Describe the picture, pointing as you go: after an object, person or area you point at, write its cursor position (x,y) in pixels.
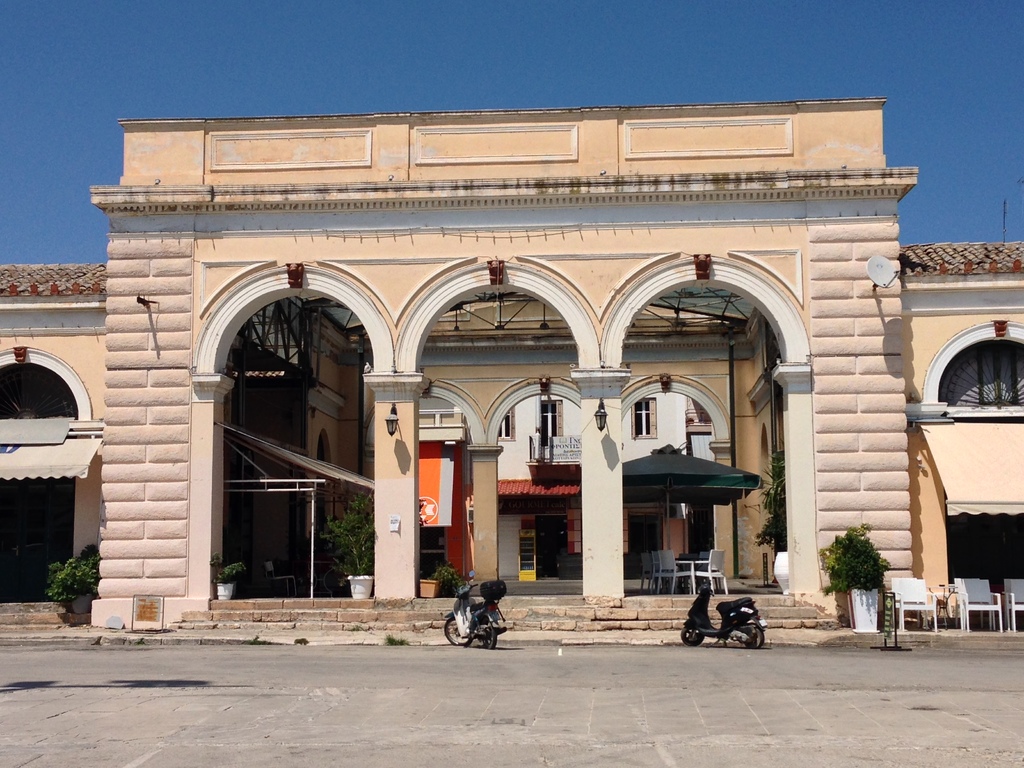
In this image there are two vehicles (723,636) on the road (705,672). Right side (916,583) there are few chairs (988,590) and a pot (860,620) with a plant (855,554) in it are on the pavement (818,640). There is a building (385,463) having entrance (478,433). Few lamps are attached to the wall (599,439). Beside the pillars (194,583) there are few pots (430,591) having plants (368,573). Few chairs (661,557) and a table (695,556) are under an umbrella (691,481). Top of the image (511,13) there is sky (807,23).
